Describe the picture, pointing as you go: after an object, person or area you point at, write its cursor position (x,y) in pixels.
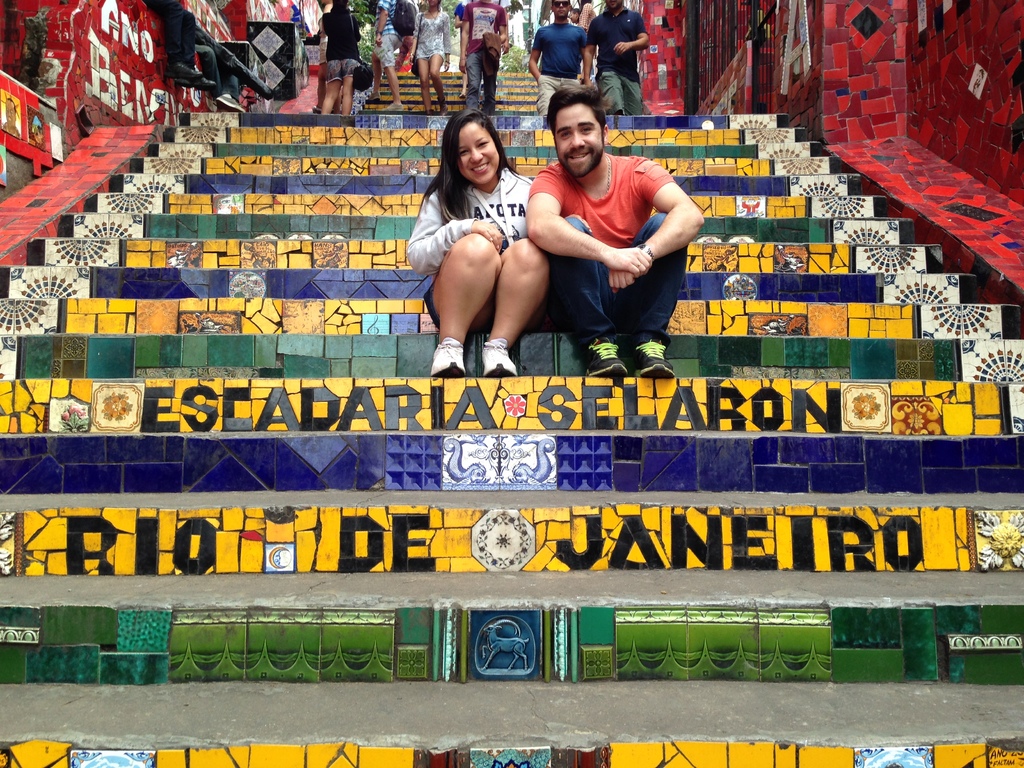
In the center of the image (634,262) we can see man (626,207) and woman (474,149) sitting on the steps (452,407). In the background (470,32) we can see persons (340,70), steps (561,338), trees (365,30) and buildings (512,29).
